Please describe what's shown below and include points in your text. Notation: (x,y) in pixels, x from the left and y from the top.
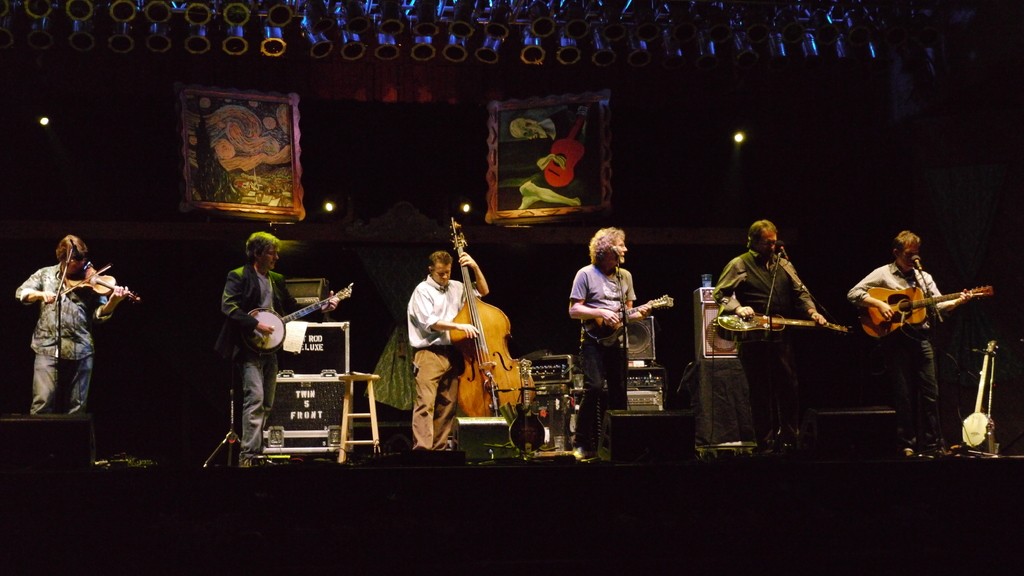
In this image we can see a six people (925,339) who are performing on a stage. They are playing a guitar (922,300) and singing on a microphone (785,253).
